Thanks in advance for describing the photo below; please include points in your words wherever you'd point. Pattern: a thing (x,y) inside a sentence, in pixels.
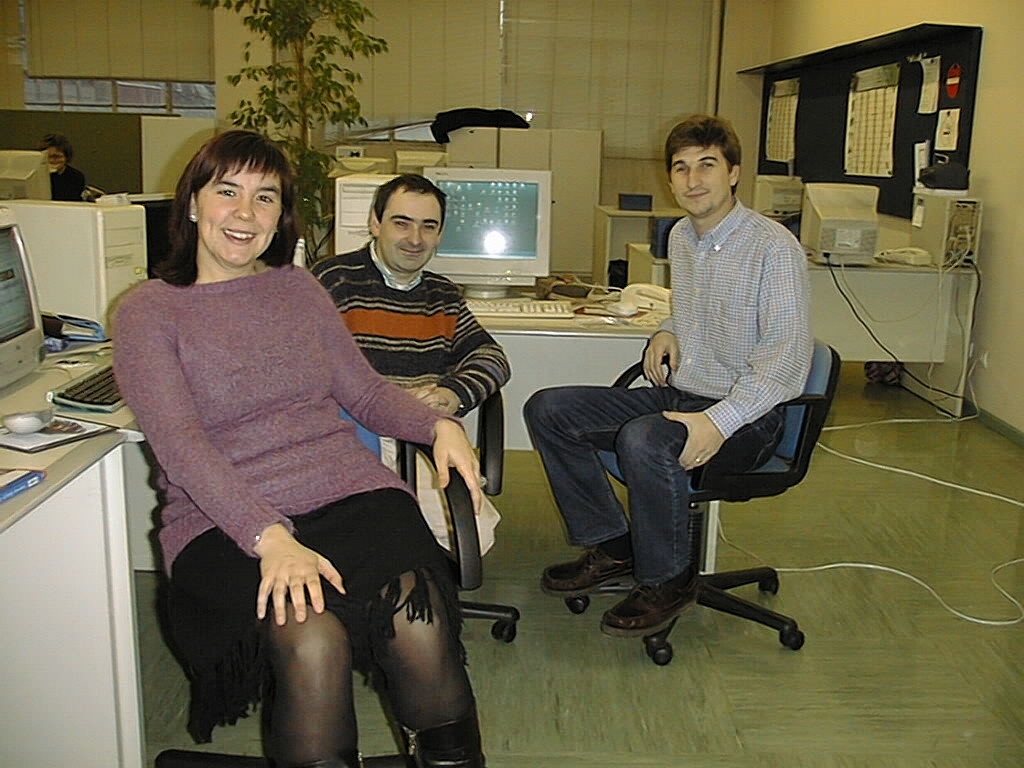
This image consist of group of people (605,412) sitting on a chair (813,443). Woman (360,449) in the front (316,506) is sitting on a chair (471,529) and having smile on her face (236,209). In the center (389,292) man (402,302) is sitting on the chair (493,429) and is smiling. In the background (520,229) there are monitors (496,232), systems (509,224). At the right side (861,125) there is a board (817,107) black in colour. In the center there is a plant (318,92).
